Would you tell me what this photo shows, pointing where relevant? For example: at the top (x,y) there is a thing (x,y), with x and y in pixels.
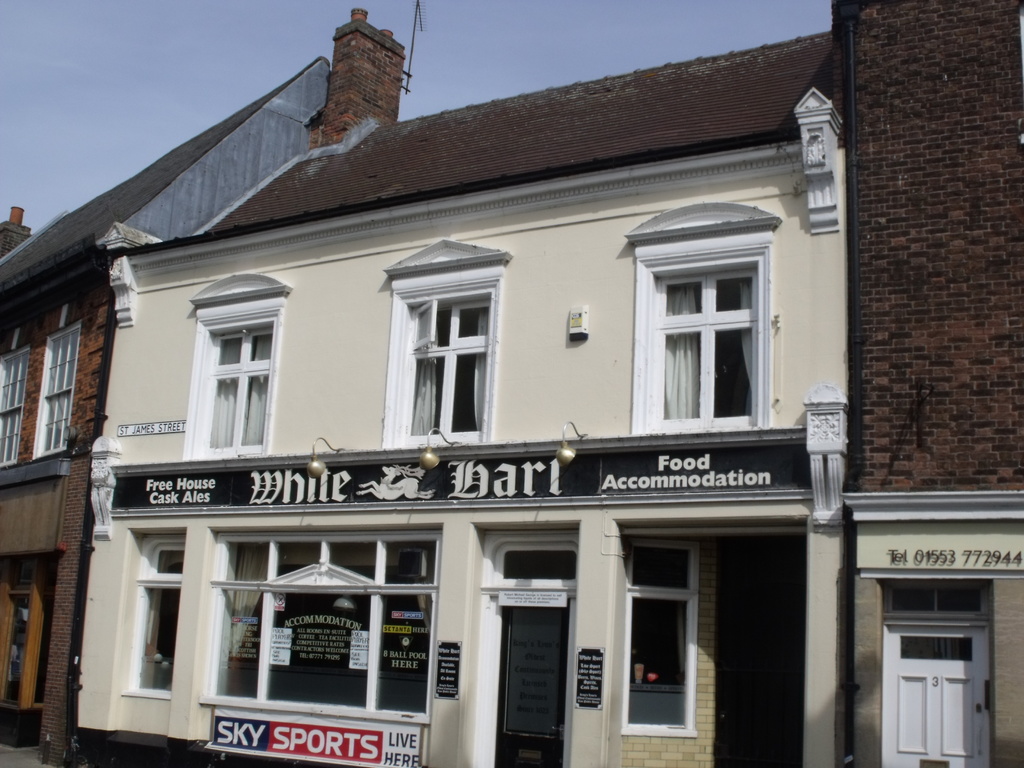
As we can see in the image there are buildings (500,408), windows (261,391), door (520,640), banner (293,748) and sky (110,72).
